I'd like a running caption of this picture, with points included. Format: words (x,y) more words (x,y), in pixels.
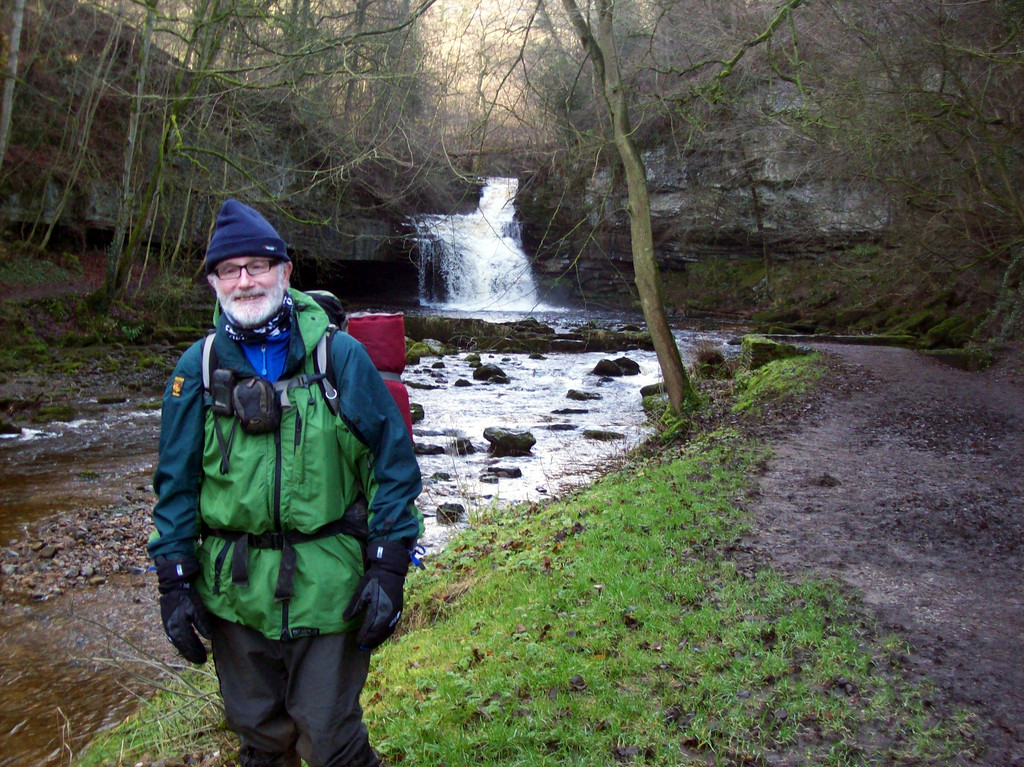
In this picture we can see a man (281,624) in the coat (261,526) is standing on the grass path (399,695). Behind the man (267,433) there is waterfall (451,260), stones (464,332), trees (651,309) and a hill (577,195).
